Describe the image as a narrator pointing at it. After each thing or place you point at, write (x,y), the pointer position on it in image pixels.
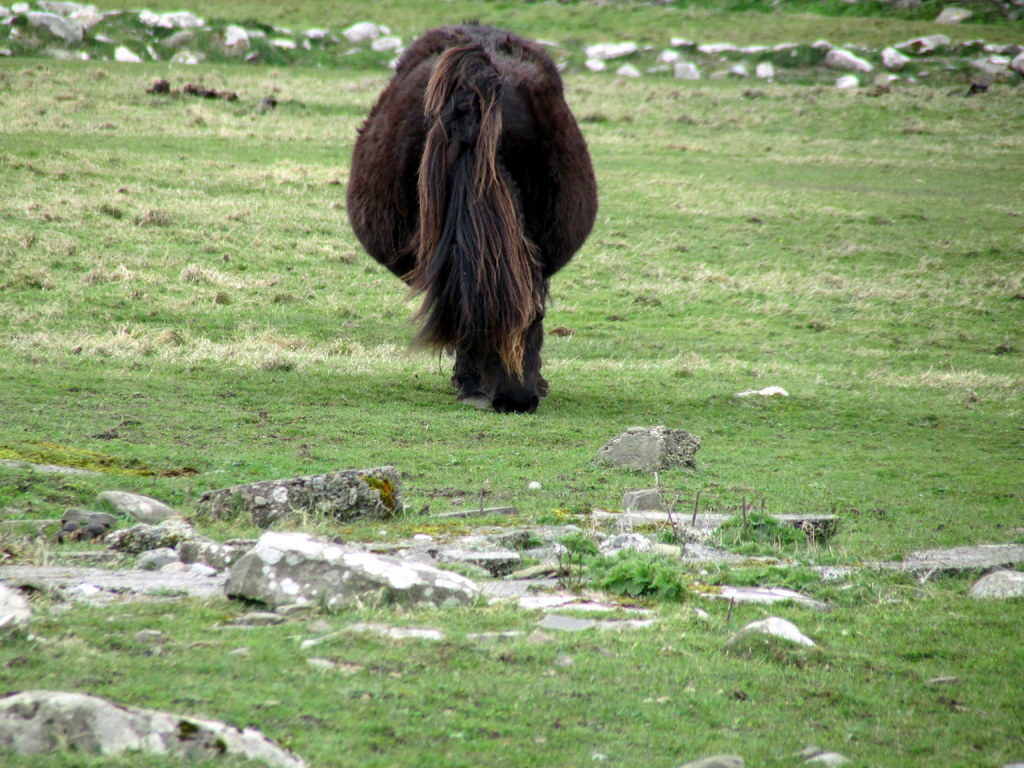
In this picture we observe the back view of an animal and there are rocks (17,10) and greenery (751,500) around the area of the image.
